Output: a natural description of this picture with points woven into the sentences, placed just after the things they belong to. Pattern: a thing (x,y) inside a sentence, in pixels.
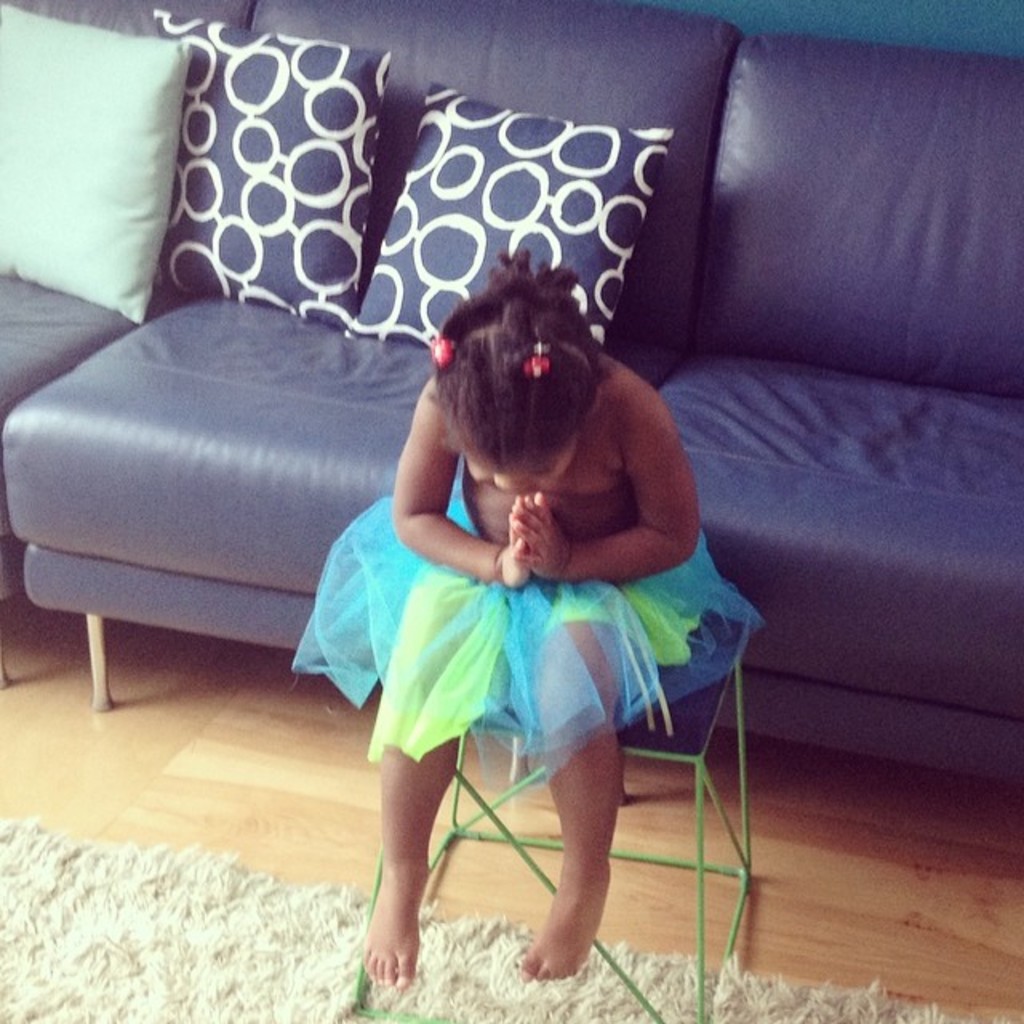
In this image the person (543,531) facing down is sitting on a table (461,760), behind there is a blue color sofa (894,603) and a few pillows (515,235) on it, there is a carpet (20,944) on the ground (44,944).
